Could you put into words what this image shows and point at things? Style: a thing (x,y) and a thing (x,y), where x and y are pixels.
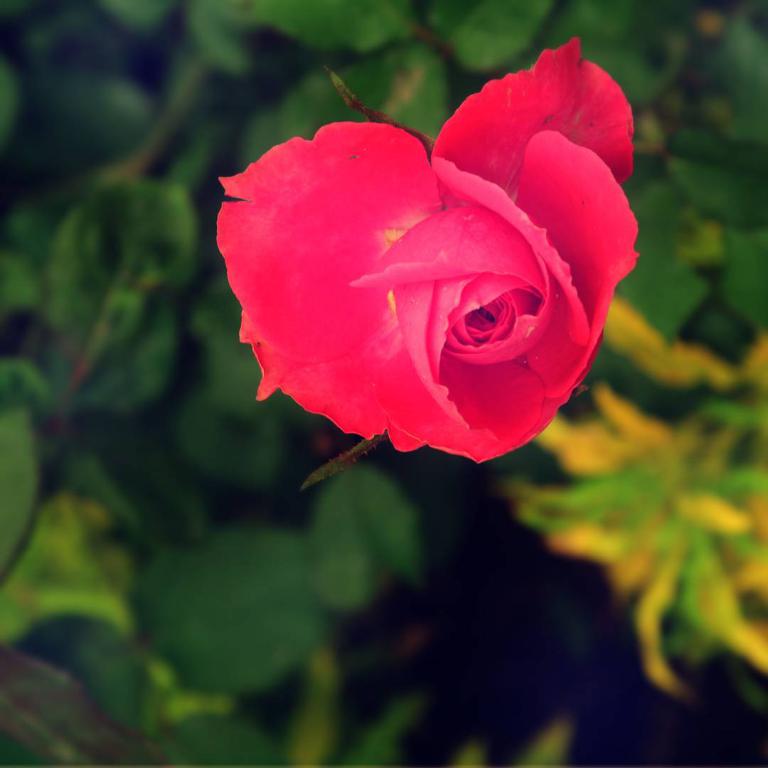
In this image we can see red color rose flower (506,352). In the background (205,626) there are leaves (232,27).
